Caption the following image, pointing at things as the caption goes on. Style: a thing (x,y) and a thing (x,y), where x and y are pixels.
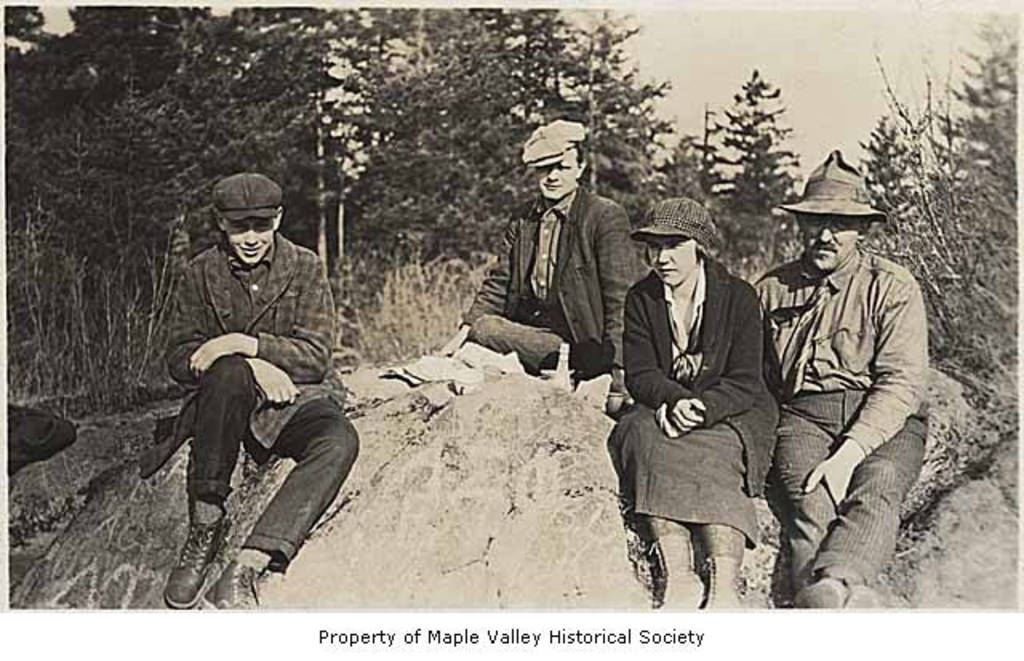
In this image, we can see a photo (804,496), in that photo (561,334) we can see some people (833,360) sitting, there are some trees (330,145) and we can see the sky (792,65).
